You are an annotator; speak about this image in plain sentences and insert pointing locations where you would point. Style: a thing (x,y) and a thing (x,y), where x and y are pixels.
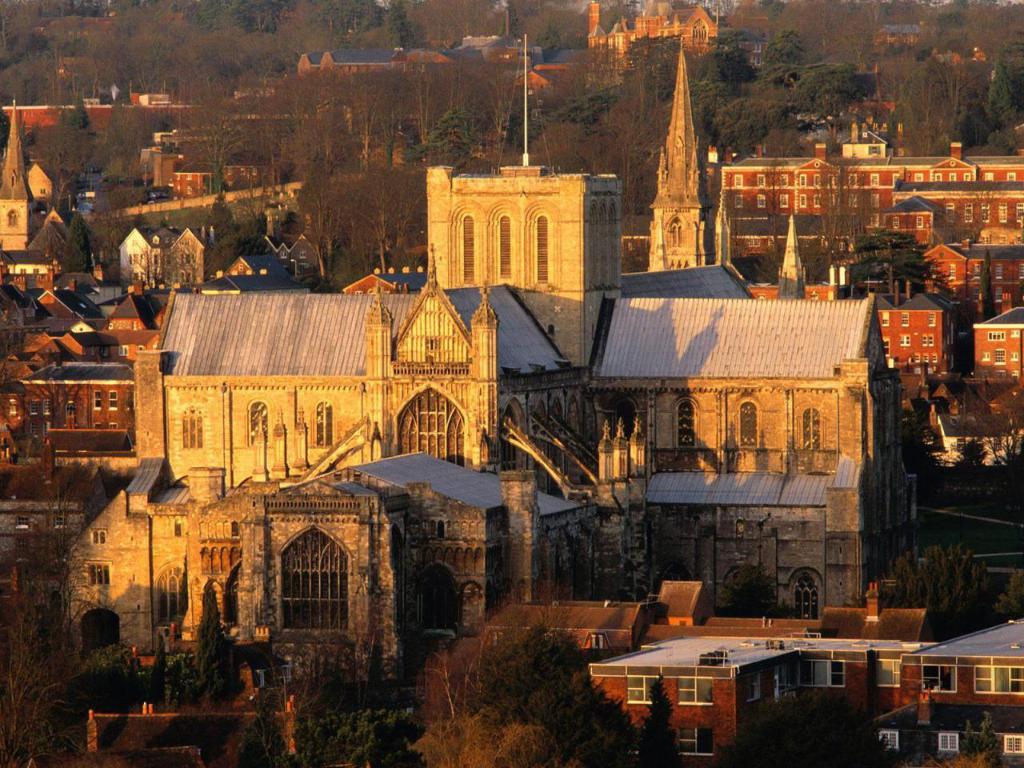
In this picture there are historic buildings (460,241) in the center of the image (543,348) and there are trees (85,270) at the bottom (482,645) and top side of the image (10,65).
